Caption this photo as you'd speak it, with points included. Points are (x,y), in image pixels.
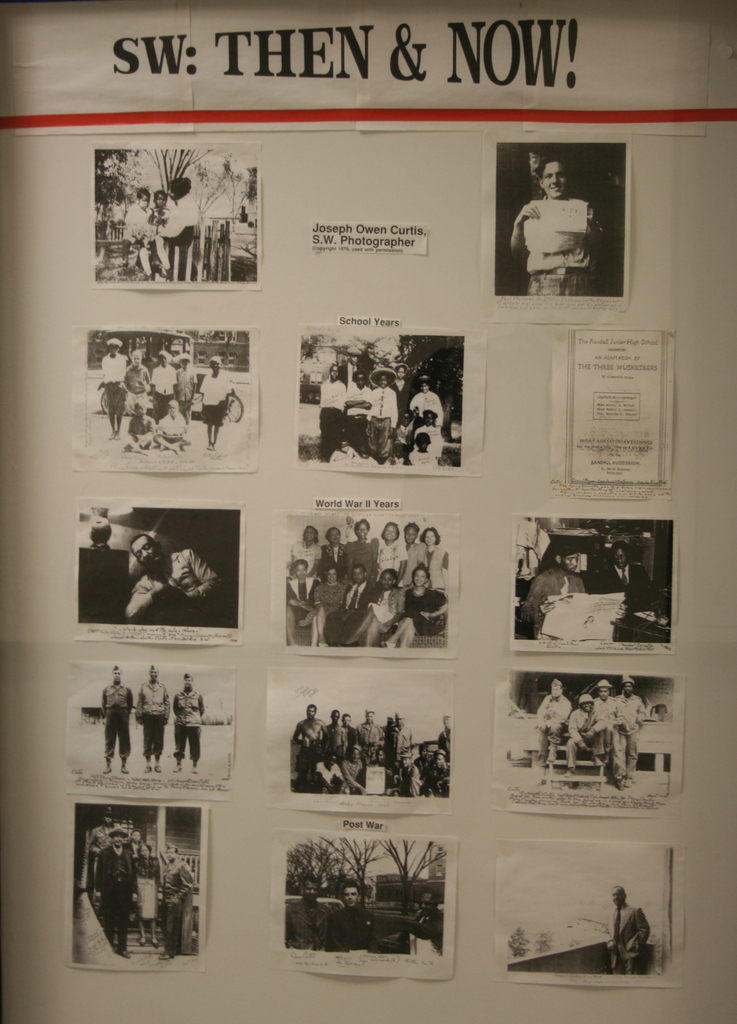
In this picture there is a white color object (425,29) seems to be a paper (23,95) on which we can see the text (575,794) and pictures (575,679) containing group of persons (186,216), trees (332,865) and some other objects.
